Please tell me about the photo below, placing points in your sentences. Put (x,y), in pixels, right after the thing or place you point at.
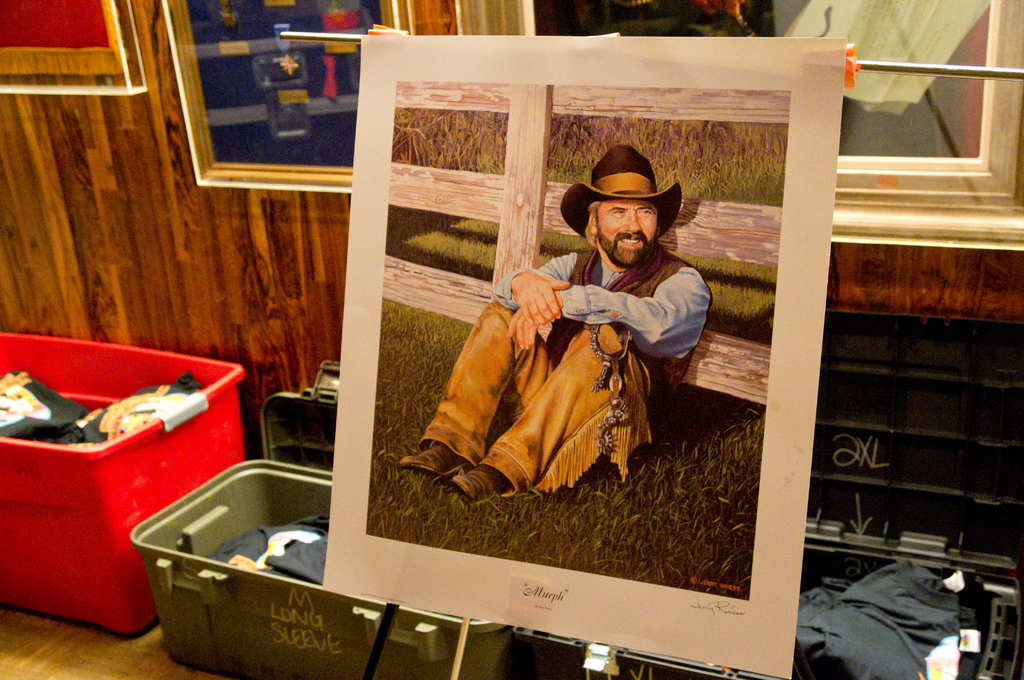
In the picture I can see photos (629,28) attached to a wooden wall (79,221). Here I can see a board (613,386) which has a painting (584,320) of a person (574,382) who is sitting on the ground (661,447), fence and the grass (618,477). I can also see clothes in plastic containers (204,595) and some other objects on the floor (51,661).
